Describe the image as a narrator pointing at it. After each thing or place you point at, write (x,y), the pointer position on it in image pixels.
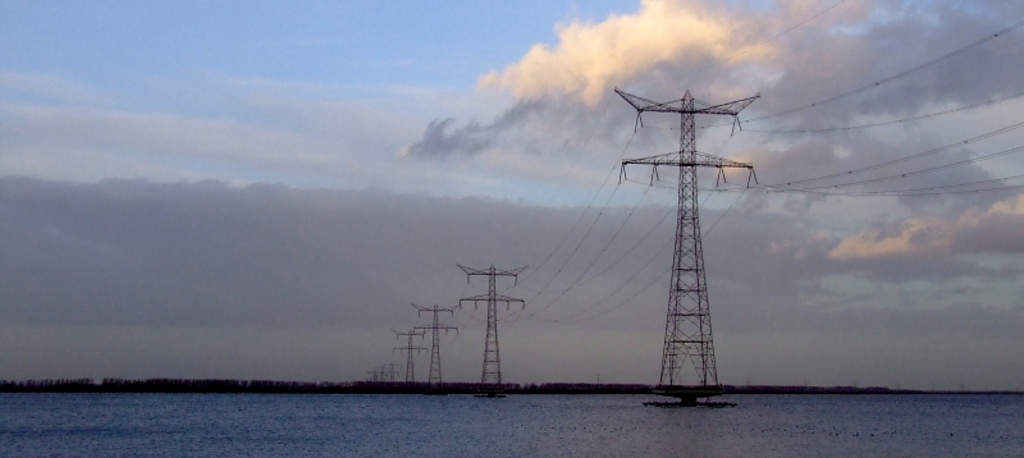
In this image we can see electric poles (681,274), electric cables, water (287,396), trees (306,388) and sky (808,209) with clouds (6,206).
